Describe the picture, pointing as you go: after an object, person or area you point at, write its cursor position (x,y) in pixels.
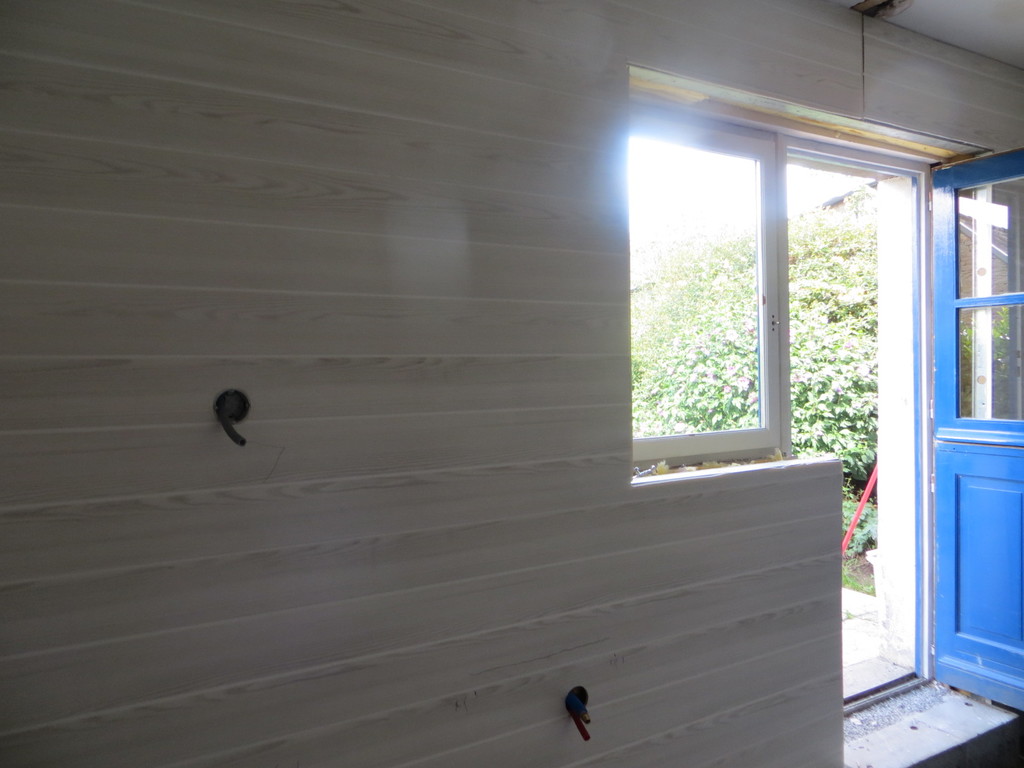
This is an inside view. On the left side (247,293) there is a wall (294,628). On the right side (1002,615) there is a blue color door (976,476) and a window (666,342) through which we can see the outside view. In the outside there is a tree (824,304).
